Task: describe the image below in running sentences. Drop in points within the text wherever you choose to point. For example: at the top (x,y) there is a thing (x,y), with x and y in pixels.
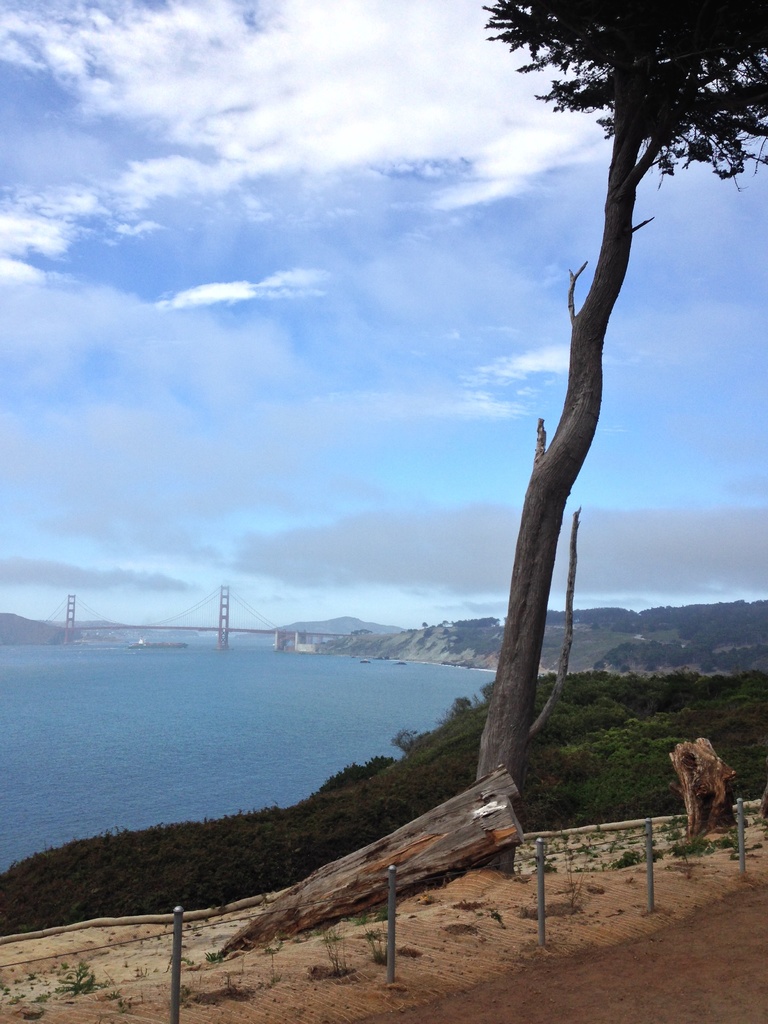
In this picture, we can see the ground (377,927), tree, trunk (397,834) of a tree (362,859), we can see water (402,712), bridge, poles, mountains (490,632) and the sky (321,582) with clouds (277,294).
